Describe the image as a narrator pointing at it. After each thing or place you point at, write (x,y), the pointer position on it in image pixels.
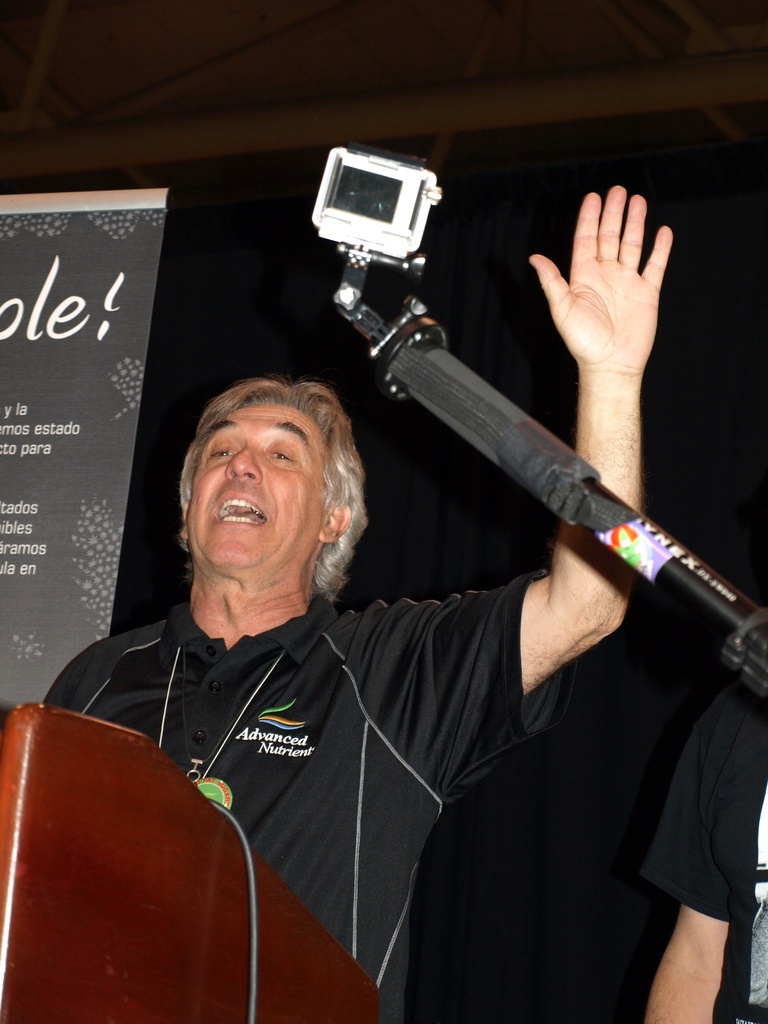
In this image, we can see a man (292,742) standing, on the right side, we can see a camera (401,238), on the left side (69,448), we can see a poster (36,407). There is a dark background (238,302).
